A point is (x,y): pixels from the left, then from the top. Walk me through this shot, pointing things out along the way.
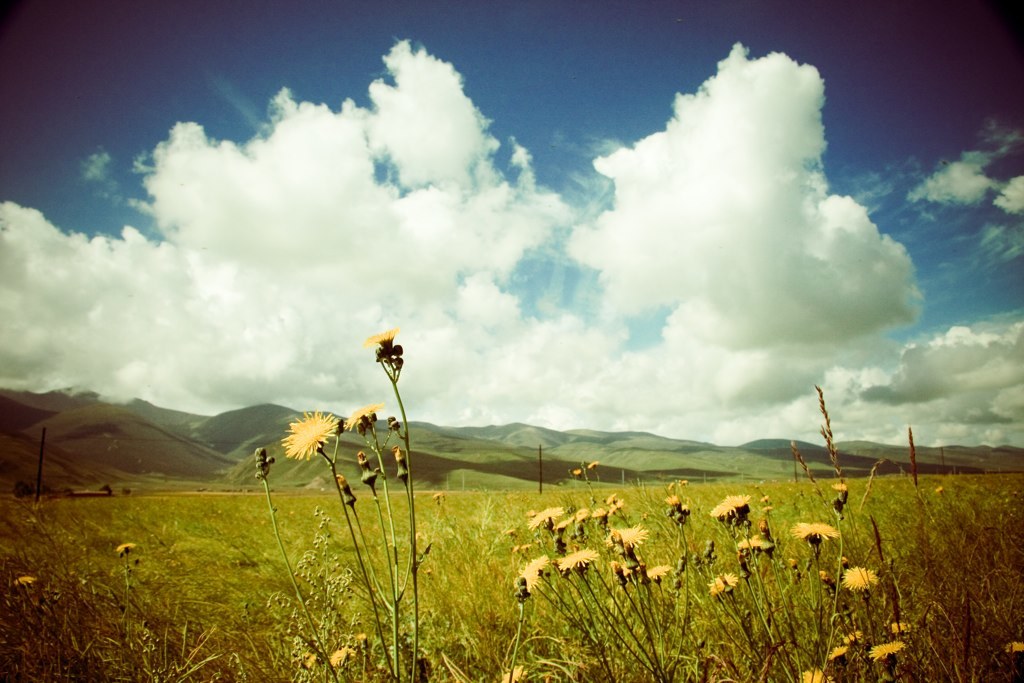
At the bottom of this image (381,514), we can see there are plants (402,473) having flowers (383,361). In the background (153,471), there are mountains (72,415) and there are clouds (709,278) in the blue sky (197,57).
